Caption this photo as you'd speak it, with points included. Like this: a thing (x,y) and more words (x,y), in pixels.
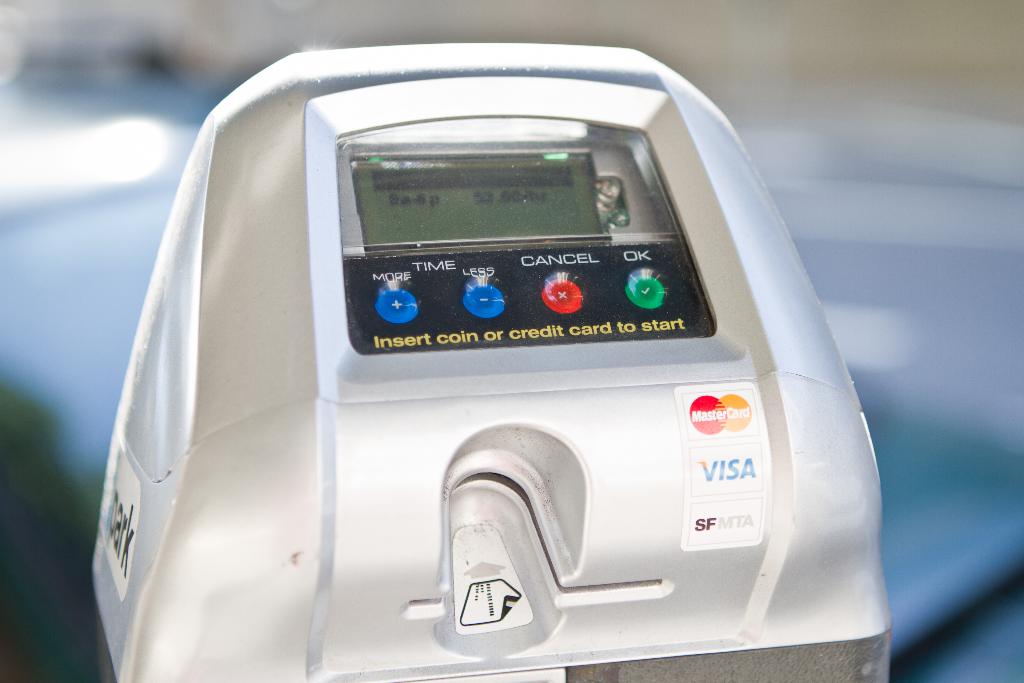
In this picture we can see a machine (343,406), Here it's a screen (577,175) and below that we can see buttons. On the bottom (526,545) we can see a card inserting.
